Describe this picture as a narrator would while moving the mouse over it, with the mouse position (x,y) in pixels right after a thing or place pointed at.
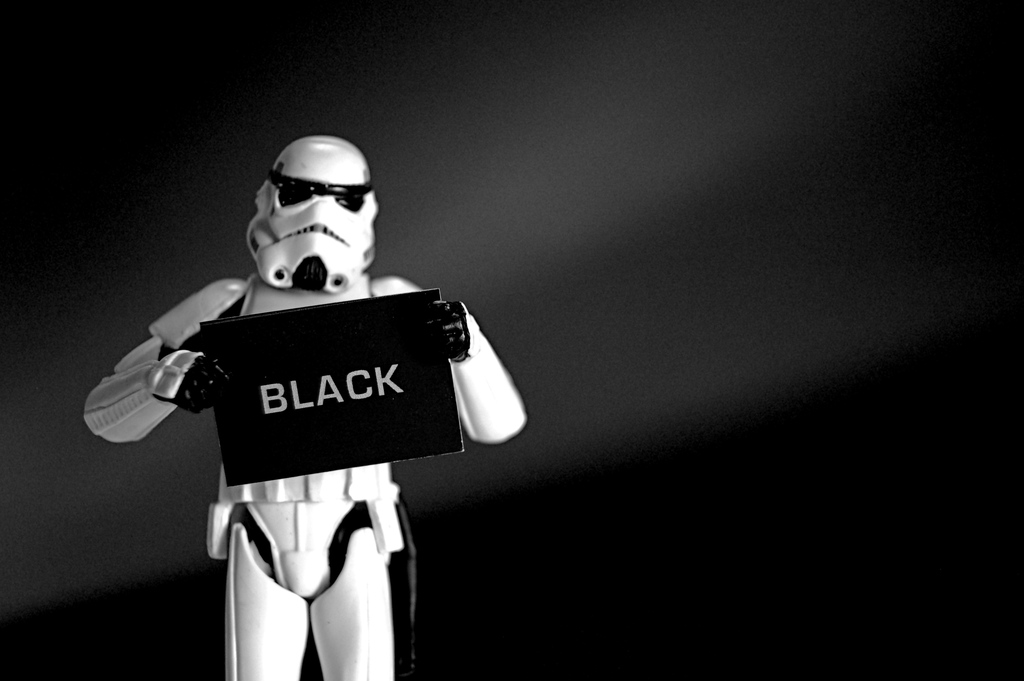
In this image in the foreground (340,381) there is one robot (292,505) and that robot (219,370) is holding one board (394,390), and in the background (107,461) there is a wall (402,191).
